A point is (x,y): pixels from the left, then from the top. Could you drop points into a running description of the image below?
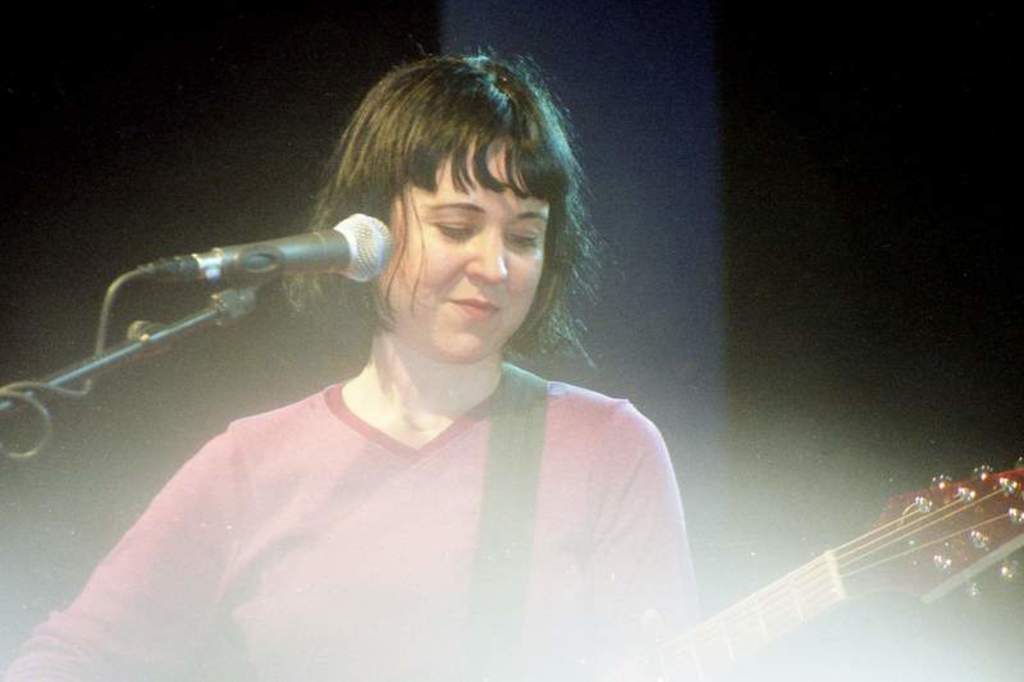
In this image a girl (535,95) is standing and holding a guitar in her hand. She is with a short hair (549,273). In left side of the image (314,265) there is a mic (371,250).
